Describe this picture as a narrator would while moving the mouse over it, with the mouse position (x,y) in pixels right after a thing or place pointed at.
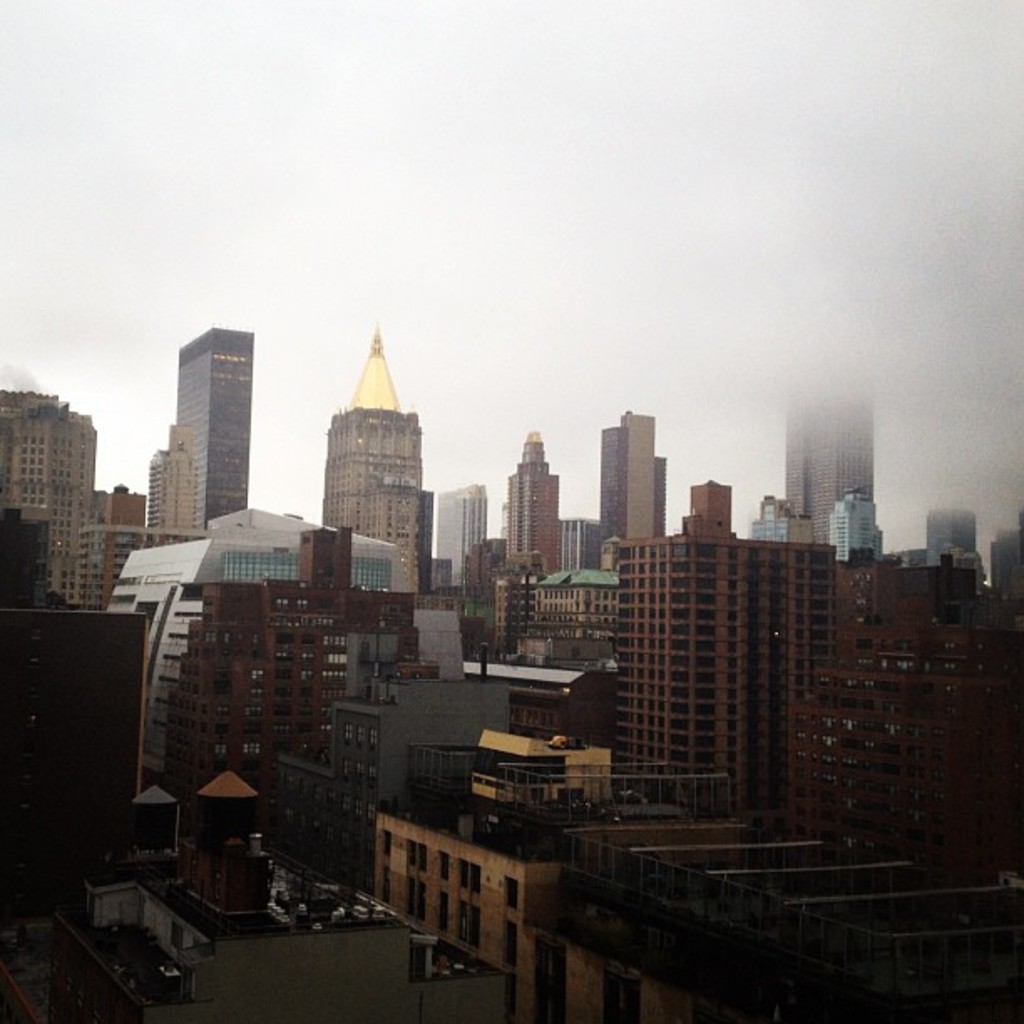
There are buildings (83,686) and towers (996,561). In the background (73,218), there is sky (694,202).
